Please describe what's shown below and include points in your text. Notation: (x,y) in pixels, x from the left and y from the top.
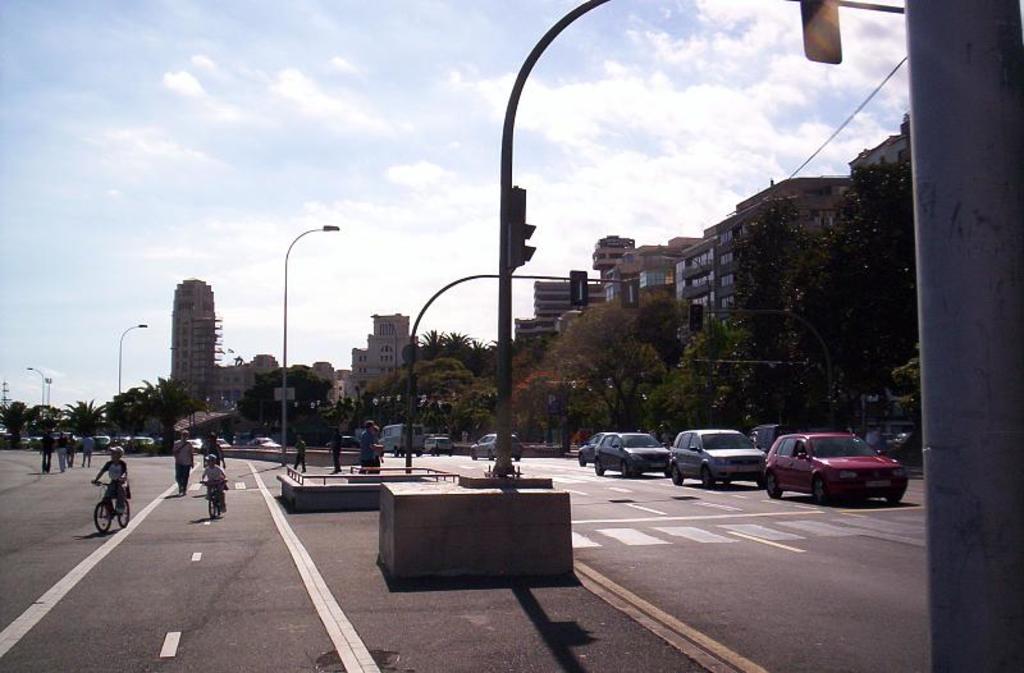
In this picture I can observe some vehicles (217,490) moving on the road (772,504). In the middle of the picture (411,366) there are poles (407,386). In the background (149,398) there are trees (256,413), buildings (668,271) and clouds (400,173) in the sky (278,164).
